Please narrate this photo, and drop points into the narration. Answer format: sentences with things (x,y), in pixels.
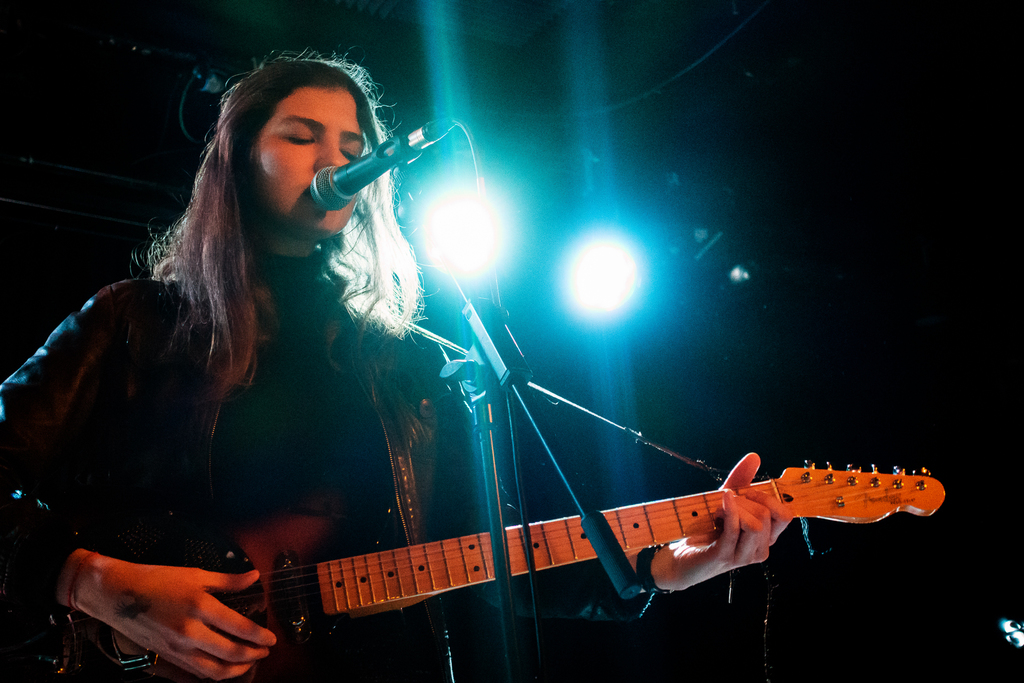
This picture shows a woman (260,305) playing a guitar (396,574) in her hands (126,594) in front of a microphone (366,186) and a stand (590,529). In the background (469,231), there are some lights (480,255) here.
